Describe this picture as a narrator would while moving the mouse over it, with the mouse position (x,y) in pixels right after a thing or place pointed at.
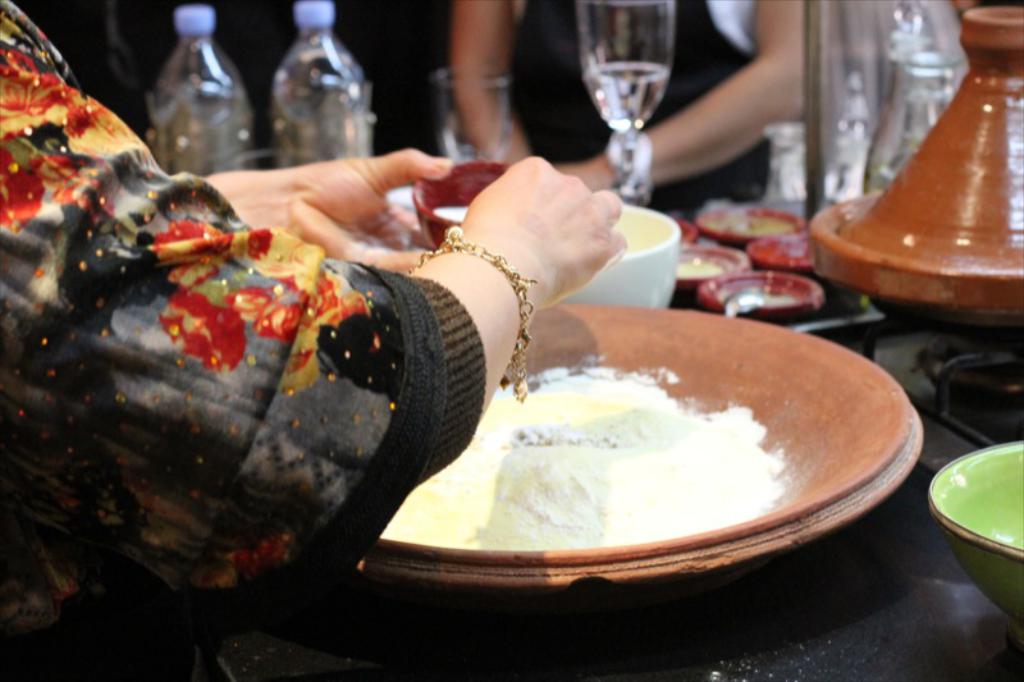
This image consists of pottery items (788,396) and there is a flour (582,415) in this bowl (784,419). There is a glass (646,83), jar (907,88), water bottles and a woman hand (542,302) in this image.
